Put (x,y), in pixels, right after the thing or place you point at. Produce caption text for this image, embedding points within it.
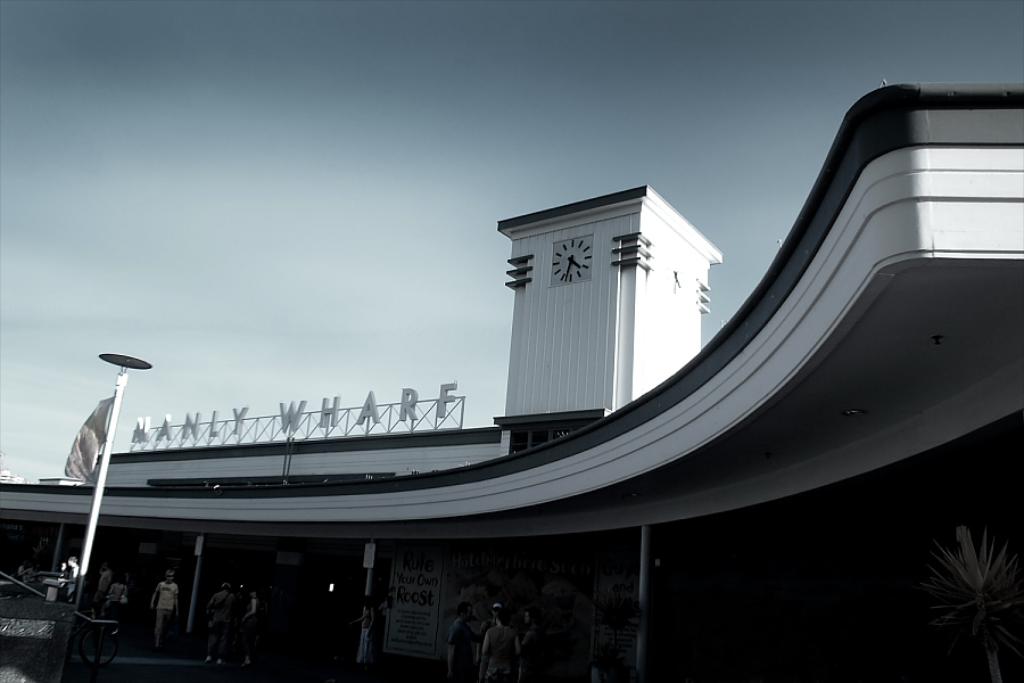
This image consists of a building (909,265). It looks like a wharf (434,506). In the front (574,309), we can see a clock (575,281) on the wall (571,324). At the top (466,162), there is the sky (308,193). At the bottom (462,608), there are many people (176,603) walking.
